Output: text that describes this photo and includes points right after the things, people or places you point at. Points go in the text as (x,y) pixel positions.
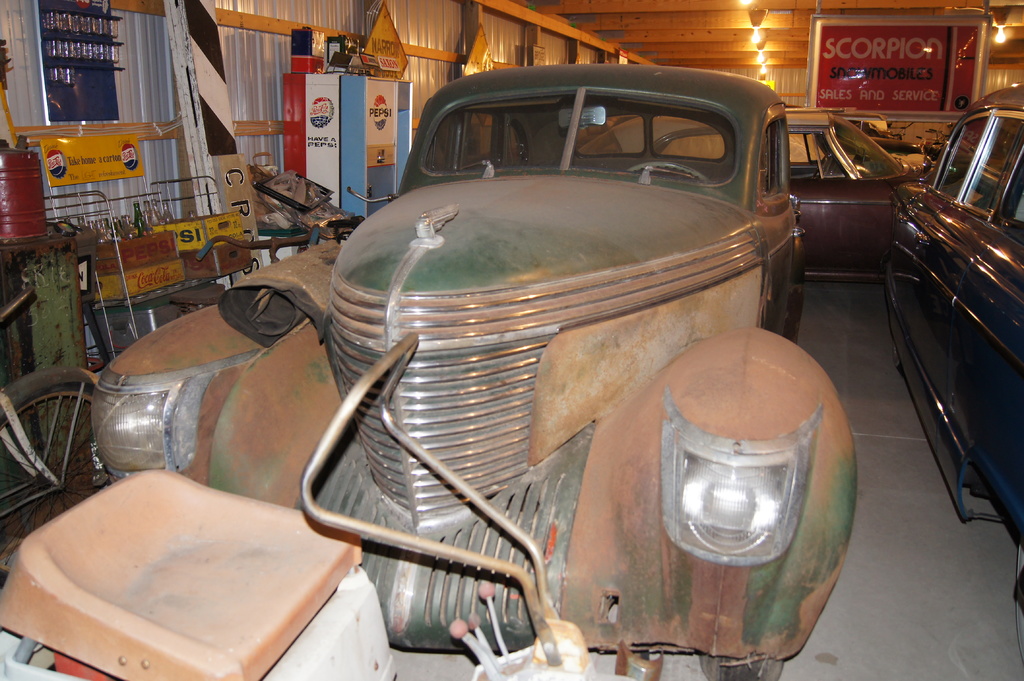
In the center of the image (343,292) there is a old car (741,364). To the left side of the image (5,164) there are many objects (185,69). In the background of the image (828,111) there are cars (794,147). There is wall (795,99). There is a board (897,39) with text (897,52) on it. To the right side of the image (1012,148) there is a car (910,381).
